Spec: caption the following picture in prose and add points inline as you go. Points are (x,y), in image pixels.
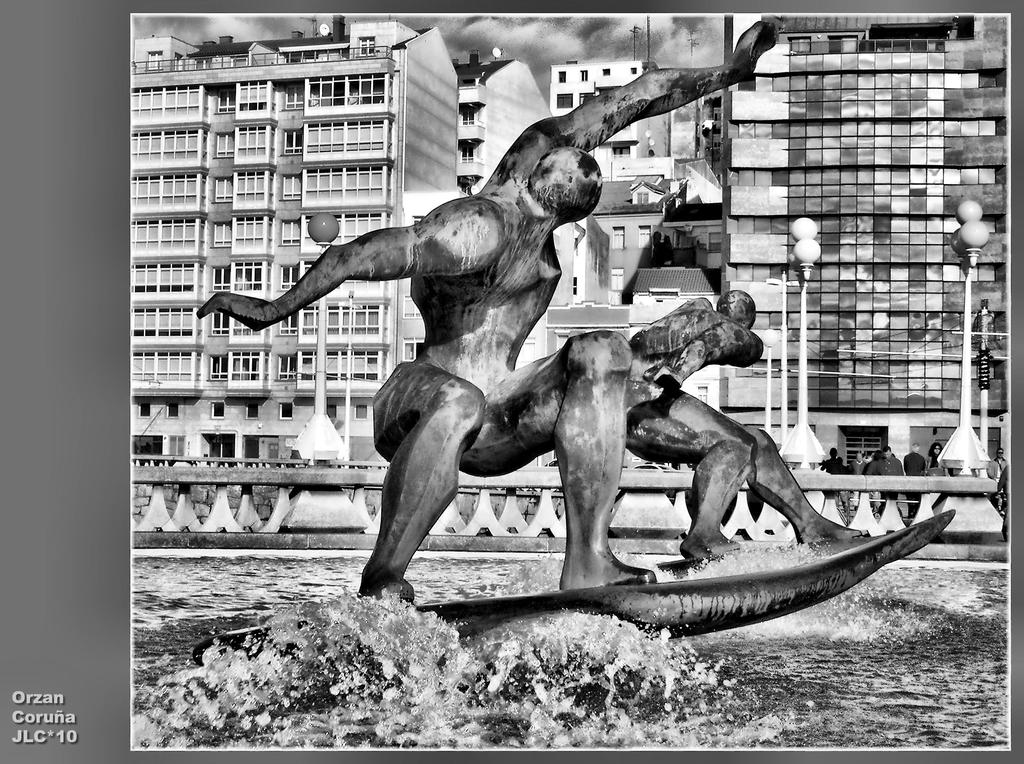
This is a black and white image and an edited image with the borders (66,256). In the center (586,458) we can see the sculptures (588,516) of two persons (515,396) standing on the surfboards (633,599). In the foreground (591,678) we can see a water body (788,680). In the background (880,154) there is a sky (567,29) and the buildings (954,129) and group of persons (918,475) and we can see the lamps (312,221) and poles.
